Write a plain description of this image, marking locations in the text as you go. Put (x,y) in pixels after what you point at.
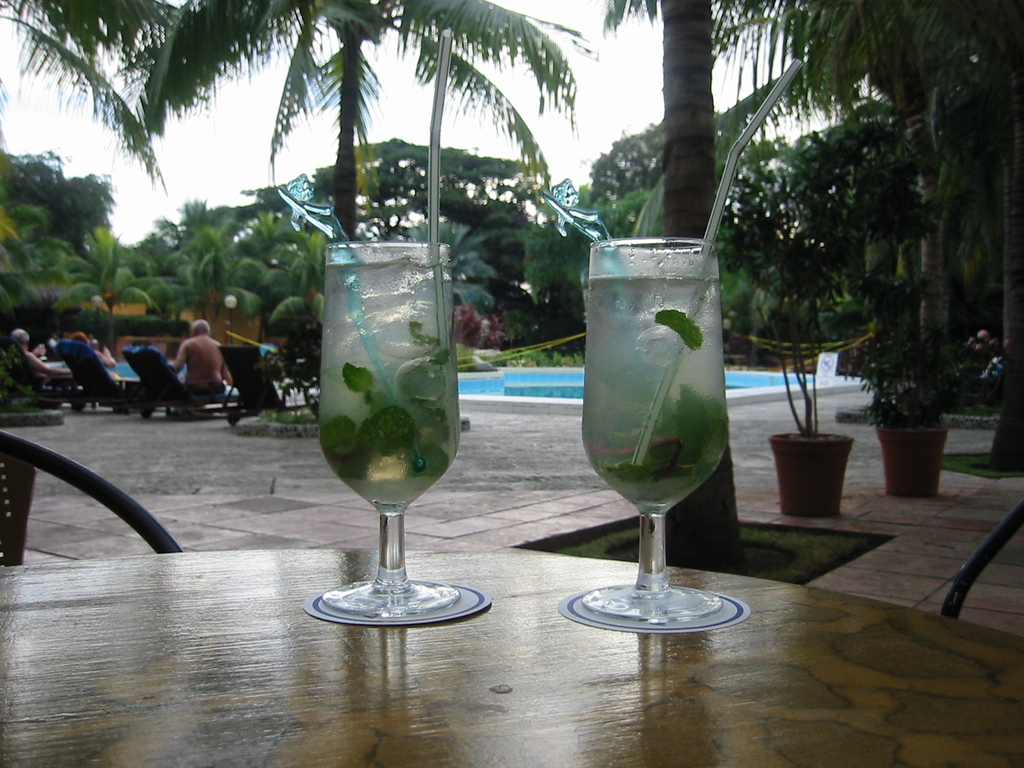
In this picture we can see two glasses (665,332) with drink (401,359) and straws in it, this two are placed on a table (410,708) and beside to this table (186,578) we have chair (62,467) and in the background (214,351) we can see some more persons (38,350) sitting on chair (144,379), trees (172,267), sky (231,149), swimming pool (504,378), flower pot (804,446) with plant (870,381).
